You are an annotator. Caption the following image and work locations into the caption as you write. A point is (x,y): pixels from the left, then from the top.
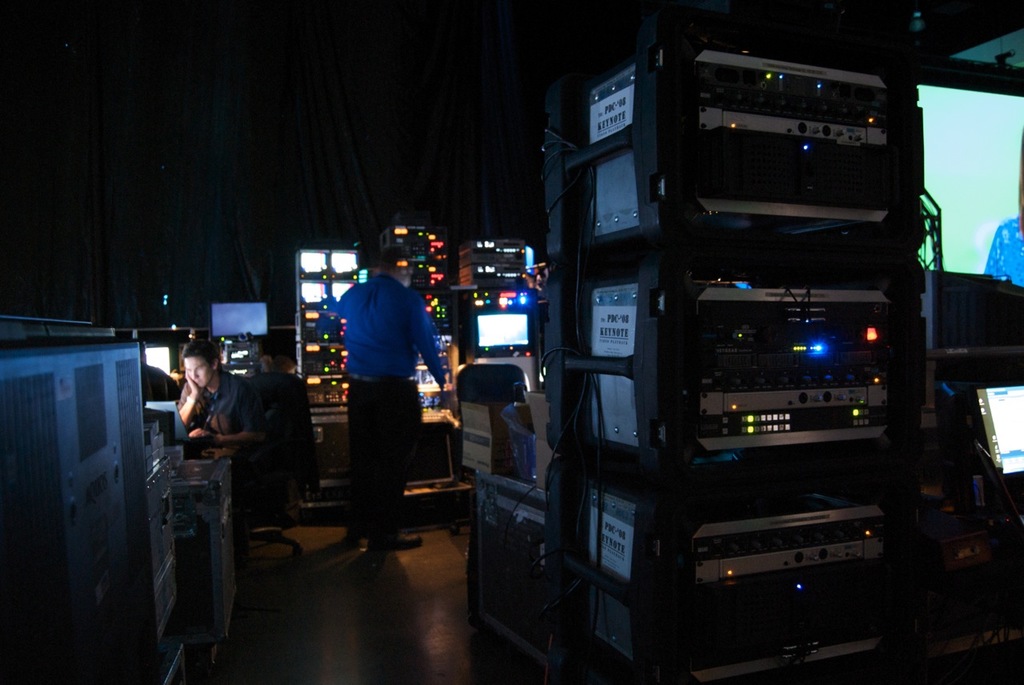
In this image we can see a few electronic devices (838,327), and two people (221,389) in the room (179,348), a person (221,389) is sitting and a person (395,431) is standing and a screen (966,244) on the right side of the picture (987,129).
